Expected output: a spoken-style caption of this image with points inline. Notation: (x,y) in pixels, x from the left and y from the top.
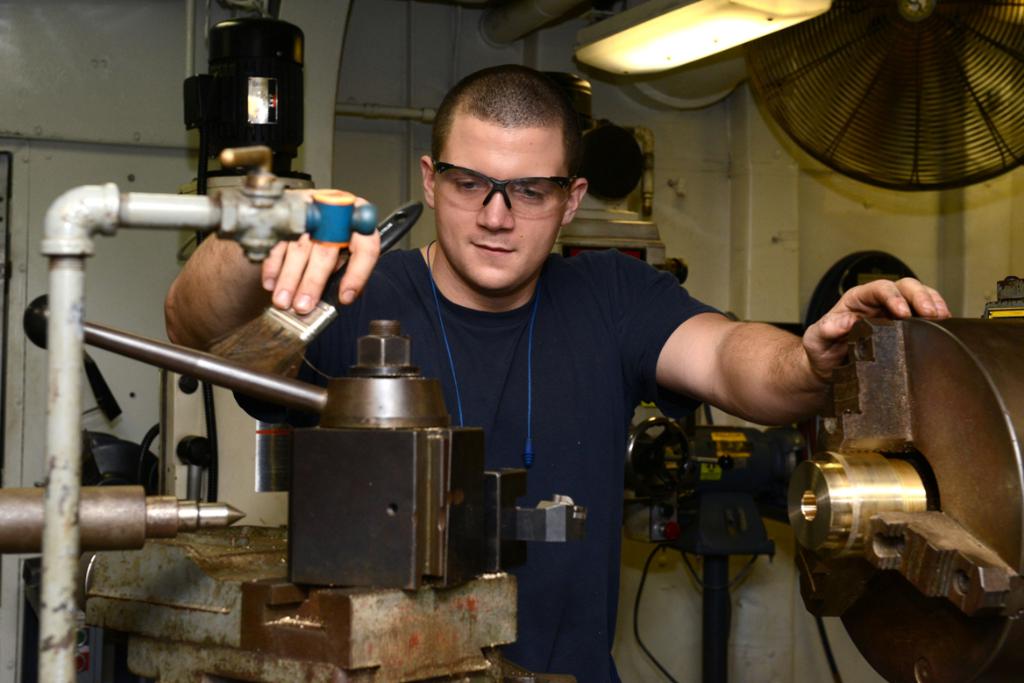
In the middle of this image (625,337), there is a person (520,320) in dark blue color T-shirt (572,294), holding a brush (333,280) with a hand (324,254), holding a wheel (879,327) of a machine (914,353) with the other hand (847,296). On the left side (125,506), there is a needle (143,518) and a pipe (75,534) which is having a valve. In the background (854,232), there is a fan (905,120), a white wall (905,235) and other objects (217,41).
